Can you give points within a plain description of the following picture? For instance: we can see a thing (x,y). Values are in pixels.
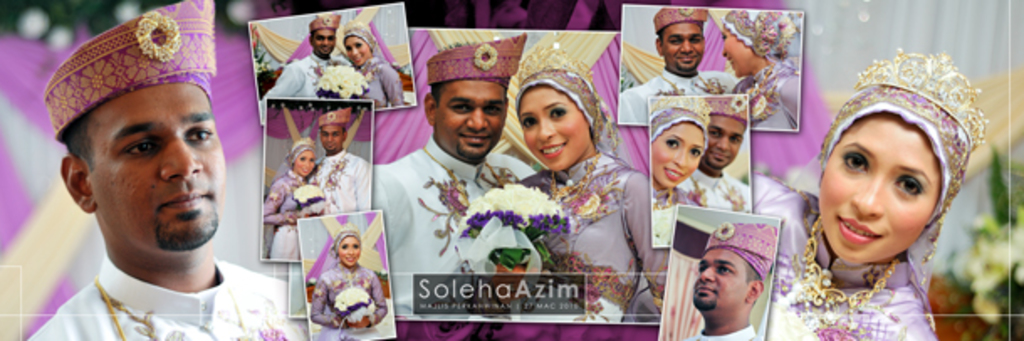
In this image I can see a man (157,128) and a woman (823,156). I can also see few photos (601,174) and in these photos (461,54) I can see people (370,48). I can also see smile on their faces (542,154) and here I can see watermark (526,276). I can also see this image is blurry from background (17,18).
